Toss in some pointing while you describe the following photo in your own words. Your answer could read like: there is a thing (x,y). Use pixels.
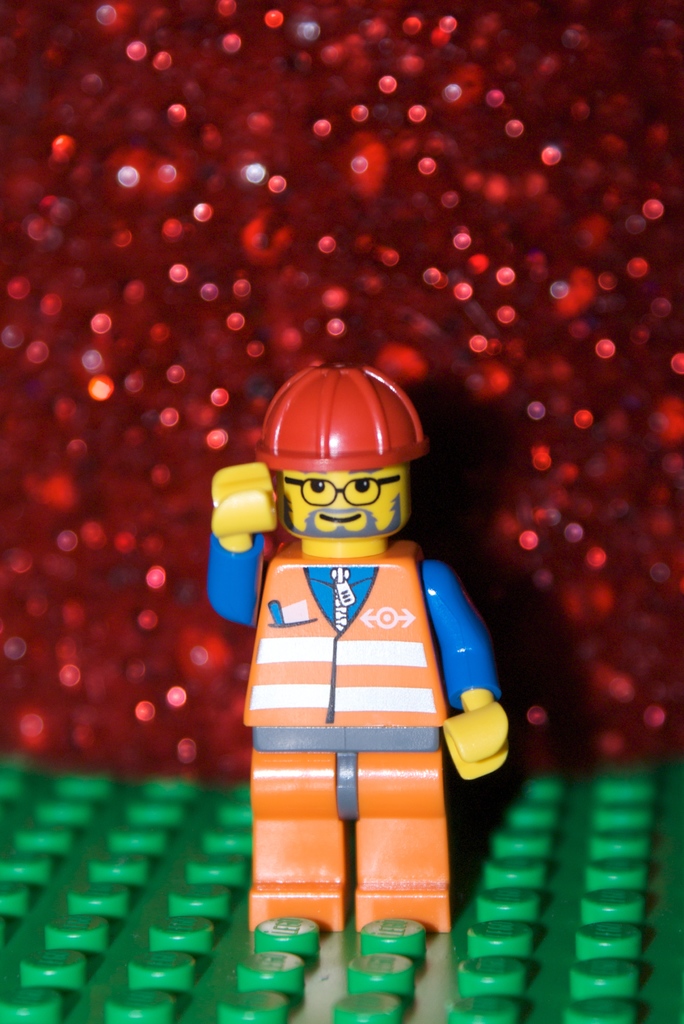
In the center of the image (401,626) we can see a toy (321,820). At the bottom (322,957) there are legos (519,975). In the background (551,622) we can see a red colored object (163,374).
